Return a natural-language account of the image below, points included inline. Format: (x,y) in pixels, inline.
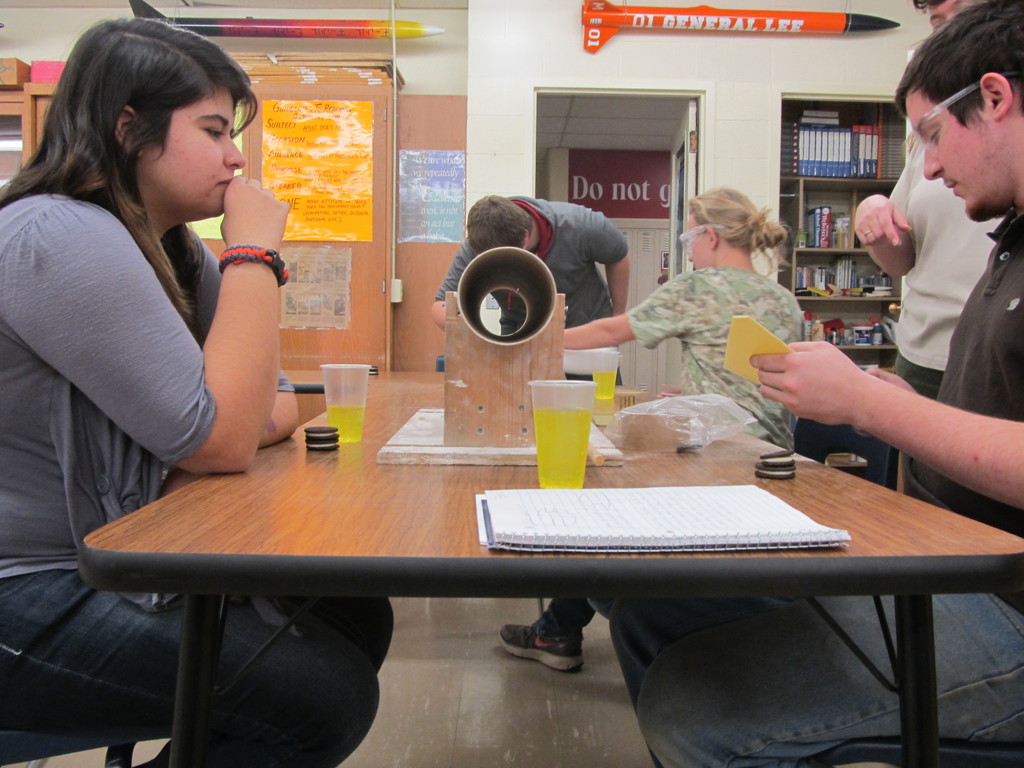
In this picture we can see some people (964,75) sitting on the chairs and on the table (327,475) we have some cups (357,371), biscuits (318,439) and notes (554,500) and there is a shelf (835,207) in which some books (807,145) are placed and a notice board (343,201).
